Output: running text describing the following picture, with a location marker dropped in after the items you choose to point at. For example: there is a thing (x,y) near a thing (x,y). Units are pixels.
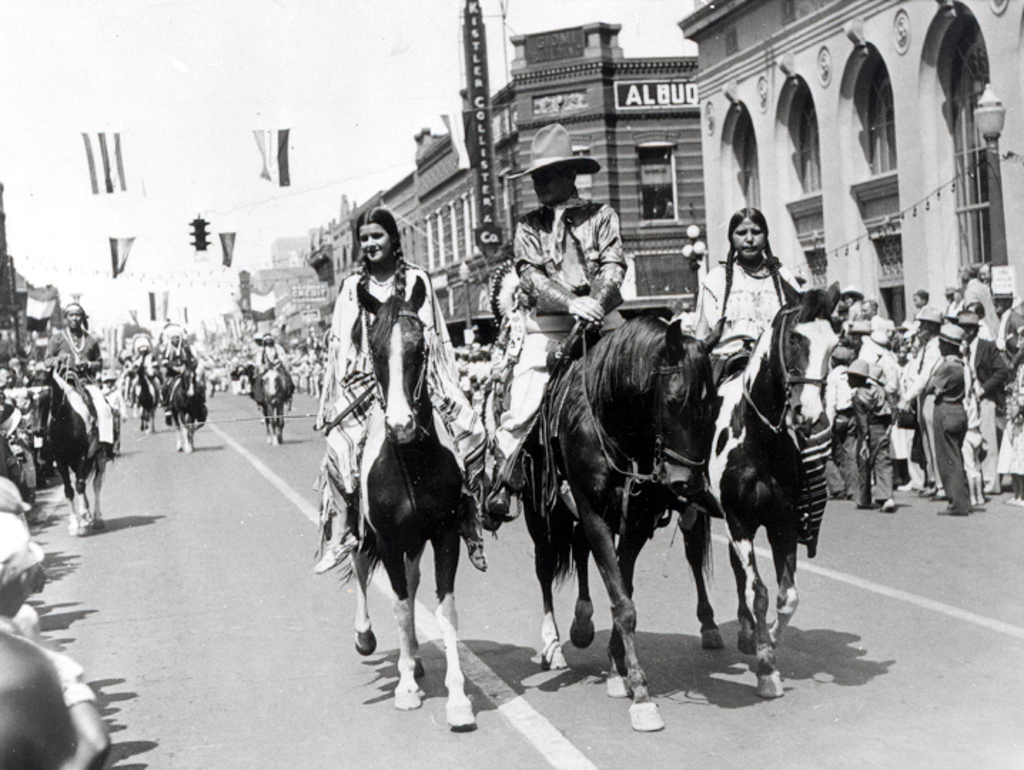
This is the picture of a street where we have some people (441,394) riding the horses (612,432) and behind him there are some buildings (410,225) and some people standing around them.
